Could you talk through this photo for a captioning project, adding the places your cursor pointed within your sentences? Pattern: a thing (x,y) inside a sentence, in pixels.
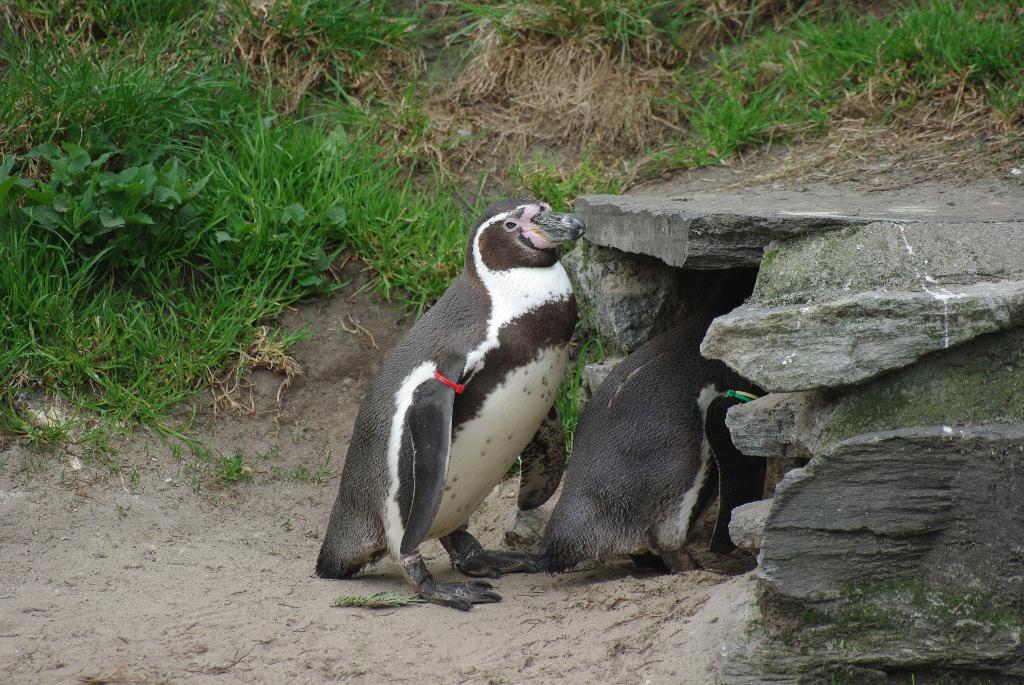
In this image I can see the birds (553,429). On the right side (839,310), I can see it looks like a den (774,364). In the background (204,308), I can see the grass (489,113).
